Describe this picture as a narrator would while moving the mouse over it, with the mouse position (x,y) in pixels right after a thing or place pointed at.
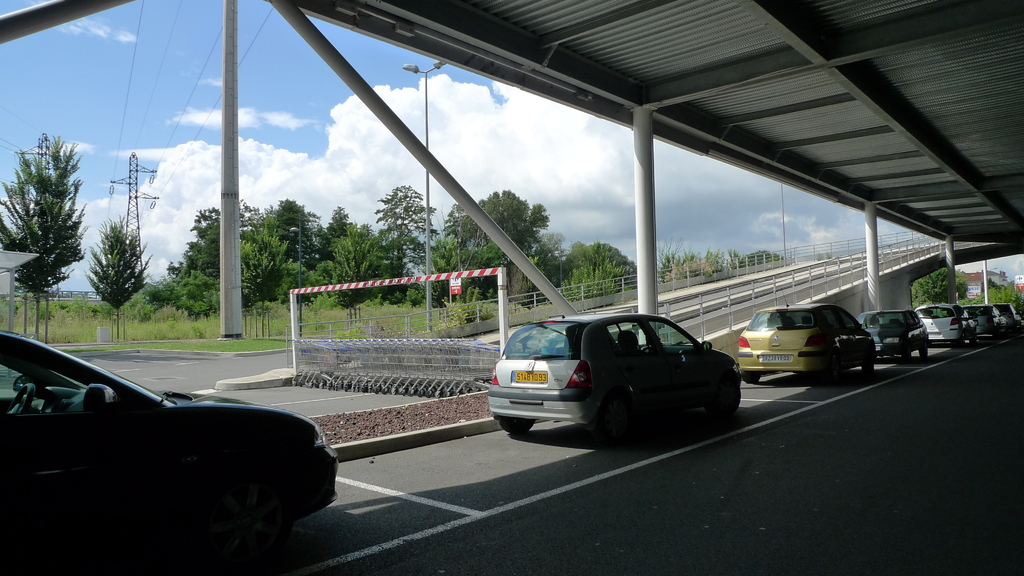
In this image, we can see there are vehicles (497,377) on the road (433,469), on which there are white color lines (359,482). Above them, there is a flyover (811,129). In the background (643,307), there are buildings (993,273), trees (523,204), poles (638,249), plants (464,306), fences (718,262) and grass (91,332) on the ground (248,332) and there are clouds (467,121) in the blue sky (323,151).
